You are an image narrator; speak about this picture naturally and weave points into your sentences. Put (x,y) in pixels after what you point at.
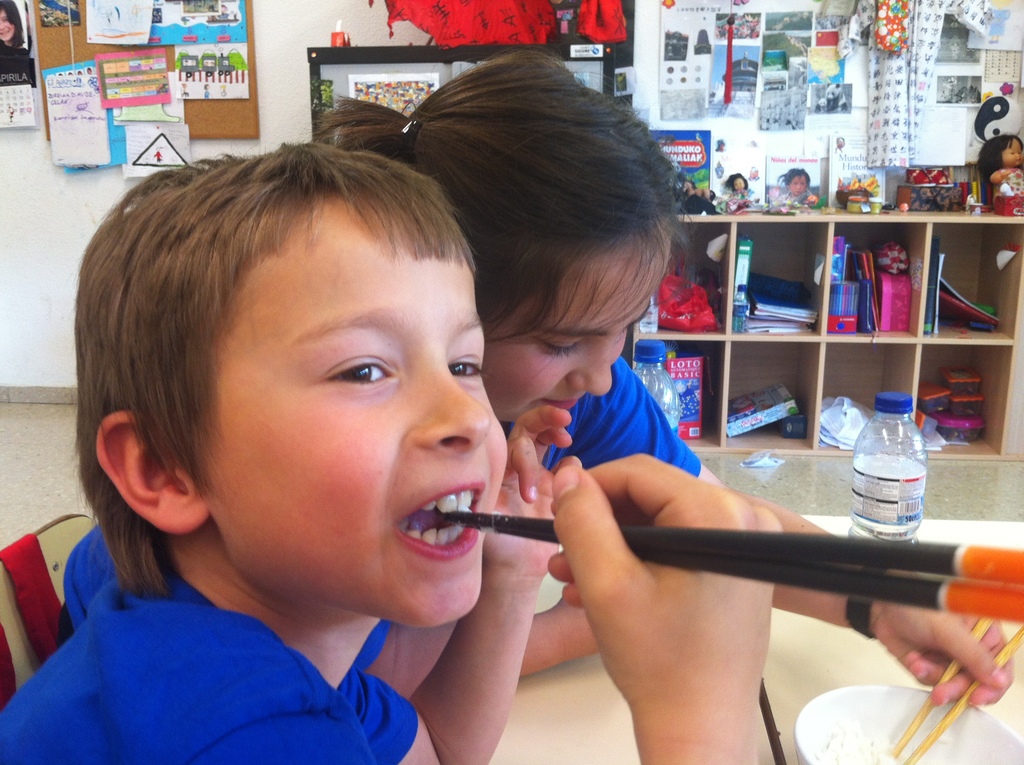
It is a room (707,296) there are two kids (455,538) sitting in front of the table (596,659), both of them are wearing blue shirt (368,705), first kid (361,704) is putting chopsticks (557,540) into his mouth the second kid (588,433) is trying to eat something using the chopsticks (959,703) from a bowl (891,700), there is a bottle (869,531) on the table (829,647) behind these kids (696,478) there are some books (745,280), toys (816,200), calendars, posters (828,46), pens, pencils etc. in the shelf (744,343), there is also a notice board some posters (188,56) are stick on it, in the background (25,317) there is a white color wall (21,301).
